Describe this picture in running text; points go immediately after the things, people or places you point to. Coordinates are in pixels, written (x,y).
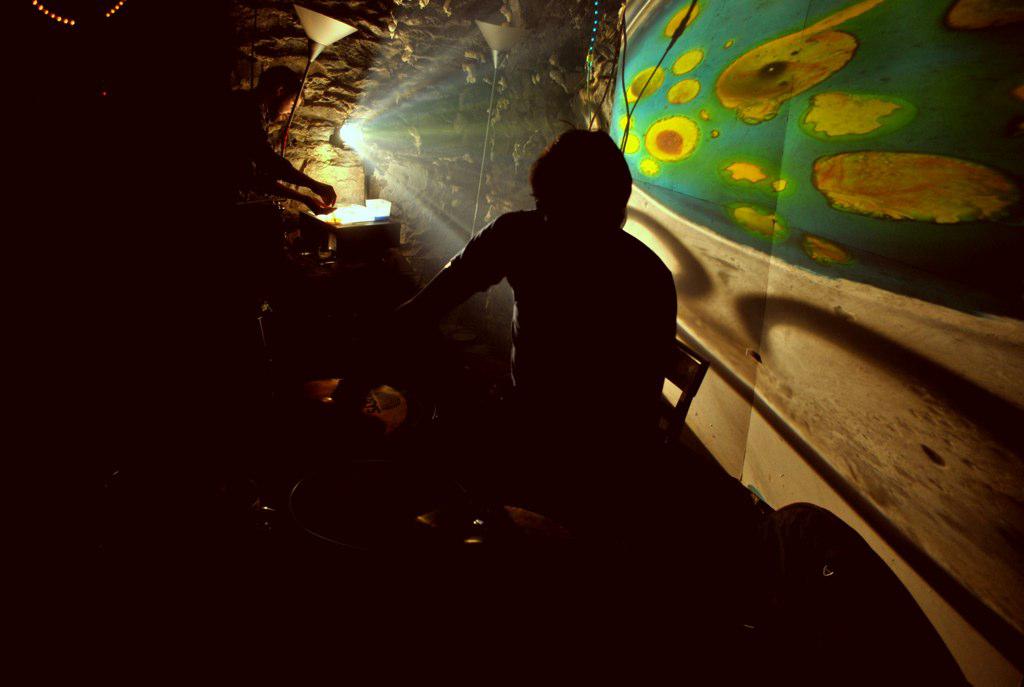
In this image, there are a few people (253,105). We can see a table (358,223) with some objects (377,212). We can see some poles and lights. We can see the ground (168,680) with some objects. We can see the wall (435,131). We can also see some art (773,261) on the right (741,137).
